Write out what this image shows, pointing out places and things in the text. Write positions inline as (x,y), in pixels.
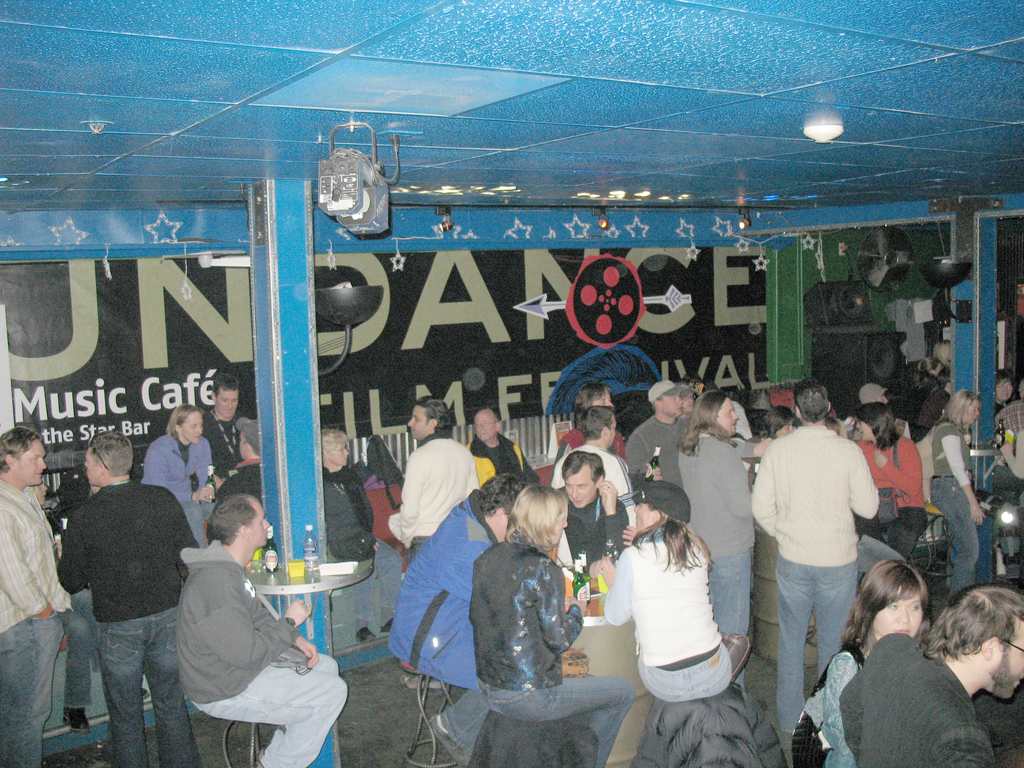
In this image we can see few persons (592,500) are sitting on the chairs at the table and on the table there are wine bottles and we can also see few persons (156,588) are standing on the floor (383,754). In the background (906,368) there is a banner (727,312), wall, lights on the ceiling (656,199), speaker (884,353) and other objects (988,373).
